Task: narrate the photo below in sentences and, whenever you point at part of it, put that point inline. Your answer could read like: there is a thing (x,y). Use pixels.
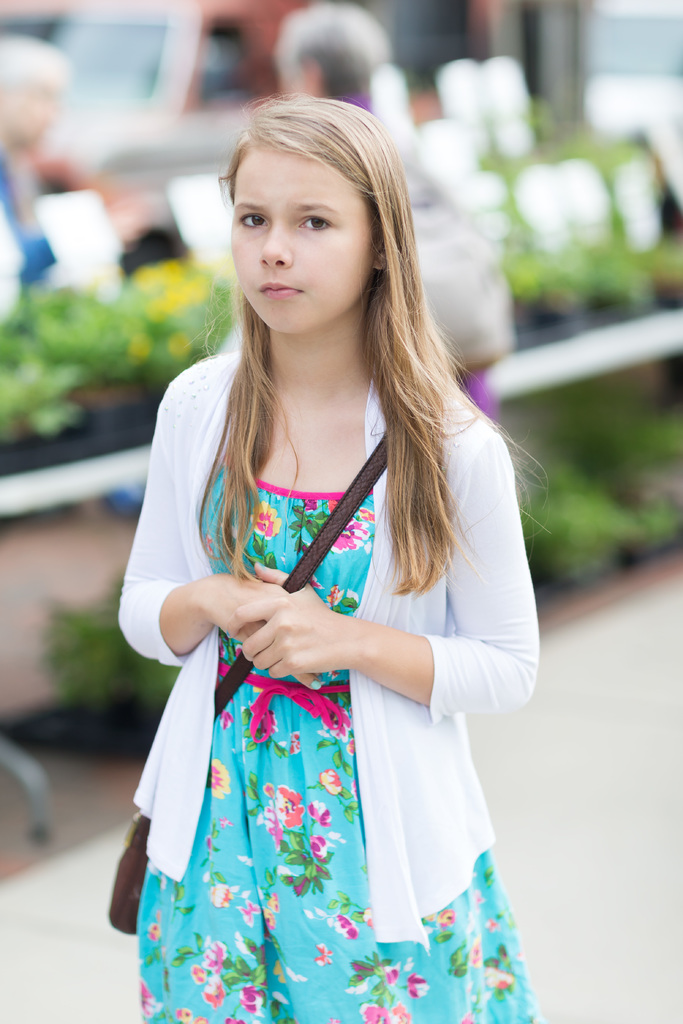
In this picture we can see a girl (190,530) carrying a bag (138,869) and in the background (62,325) we can see plants (590,465), two people (389,53), vehicle (125,122) and it is blurry.
